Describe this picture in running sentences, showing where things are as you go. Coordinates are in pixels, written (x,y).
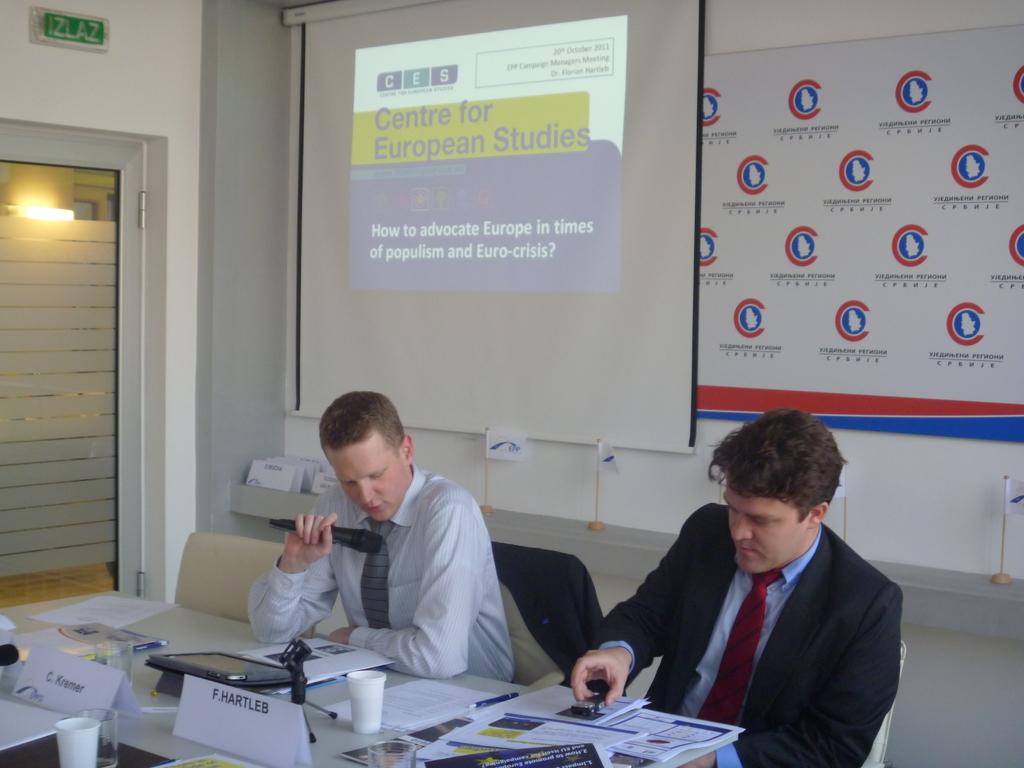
In this image, at the bottom (702,694) there are two men (636,663), they are sitting, in front of them there is a table (150,682) on that there are papers (523,745), cups (379,672), glasses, posters (556,723), tab (228,669), objects (224,690). In the background (442,316) there are screen (555,273), posters (788,272), text (928,280), envelope (271,473), door (137,151), light (46,212) and a wall (169,100).
